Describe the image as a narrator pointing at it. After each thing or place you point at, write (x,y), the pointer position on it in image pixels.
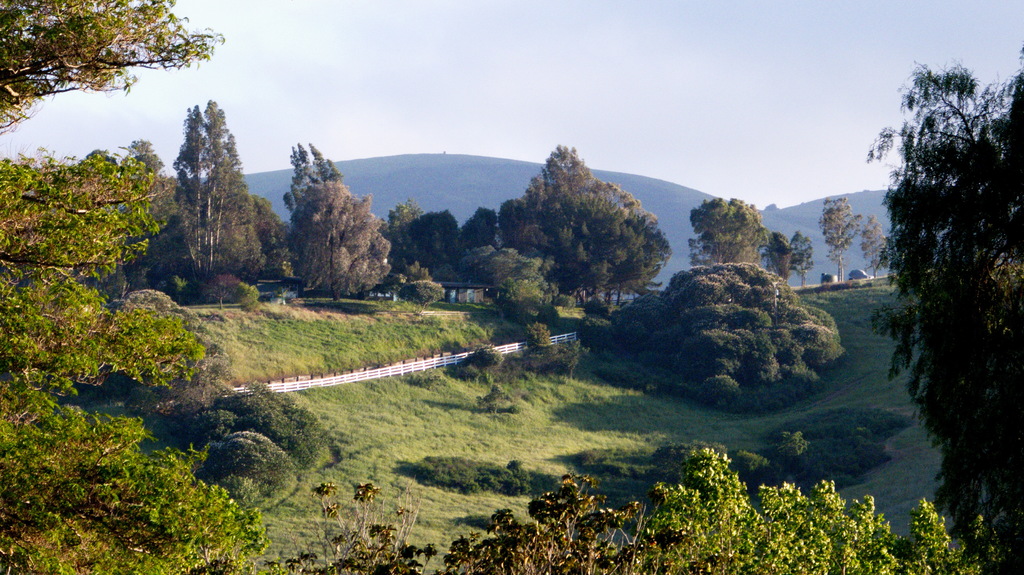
In this image we can see there are many trees (722,218) surrounded by grass (416,390) and the background (752,117) is the sky (750,94).
